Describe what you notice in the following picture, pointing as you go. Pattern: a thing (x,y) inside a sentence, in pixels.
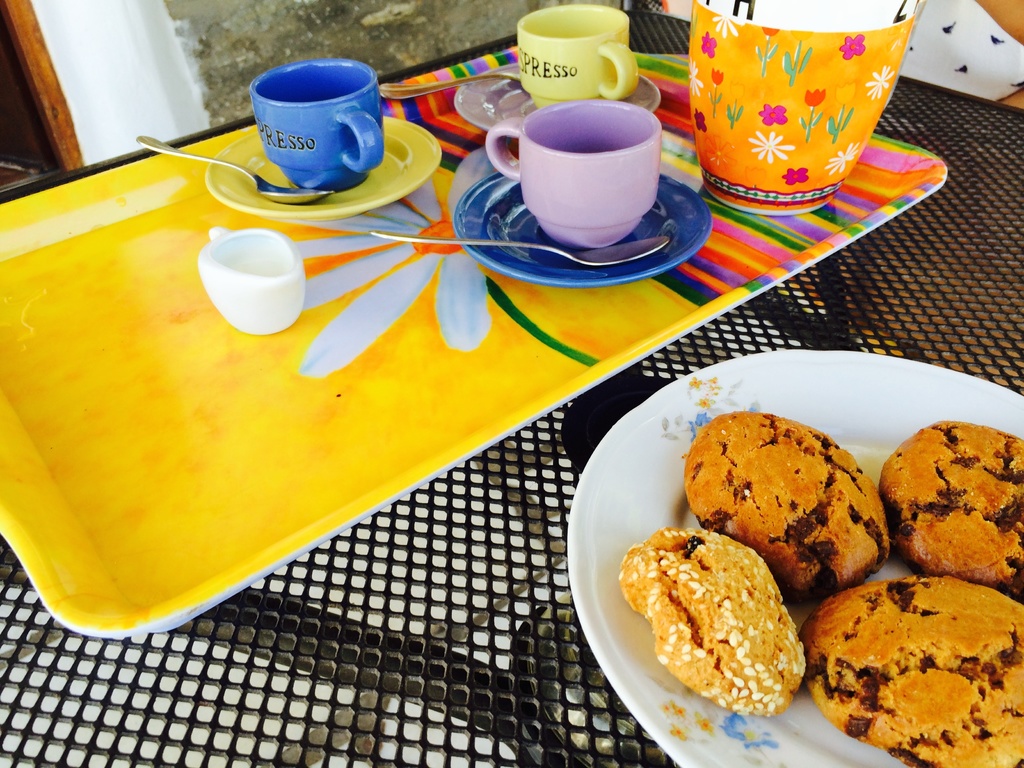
In this picture on the table (299,643) there is a tray (224,381), on the tray (221,371) there is a saucer (551,267), spoon (493,242), cup (541,210) and a jar (773,85). On the plate (621,631) there are the cookies (748,588). Background of this table (415,545) there is a wall (168,68).
